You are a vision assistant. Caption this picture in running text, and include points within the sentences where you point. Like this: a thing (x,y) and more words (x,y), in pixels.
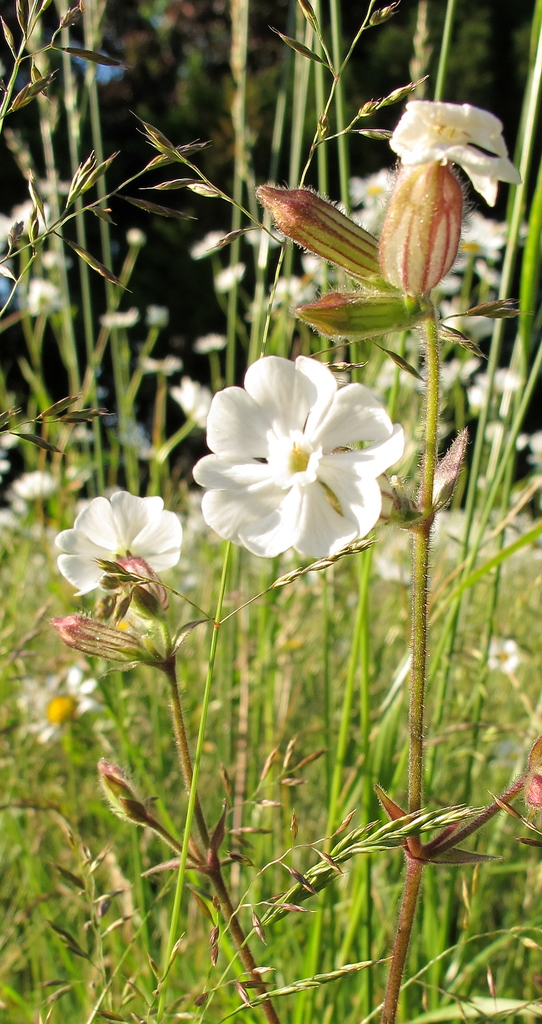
In this image I can see there are plants (242,478) with flowers (0,220). And at the back (180,129) there are trees (183,459).
